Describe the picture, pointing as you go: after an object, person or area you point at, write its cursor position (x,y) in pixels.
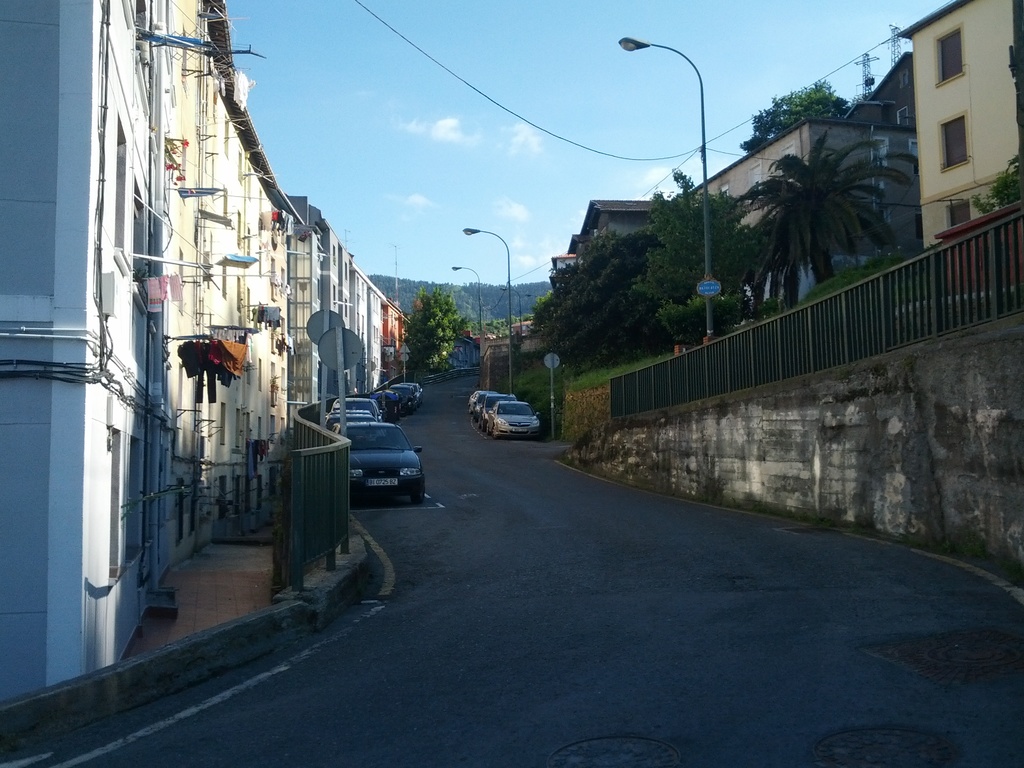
In this image we can see vehicles (491,397) on the road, street lights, fences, buildings (304,333), windows (312,268), pipes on the walls (26,116), clothes (161,289), trees (825,99), poles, wires (167,426), objects (197,40) and clouds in the sky (555,30).
